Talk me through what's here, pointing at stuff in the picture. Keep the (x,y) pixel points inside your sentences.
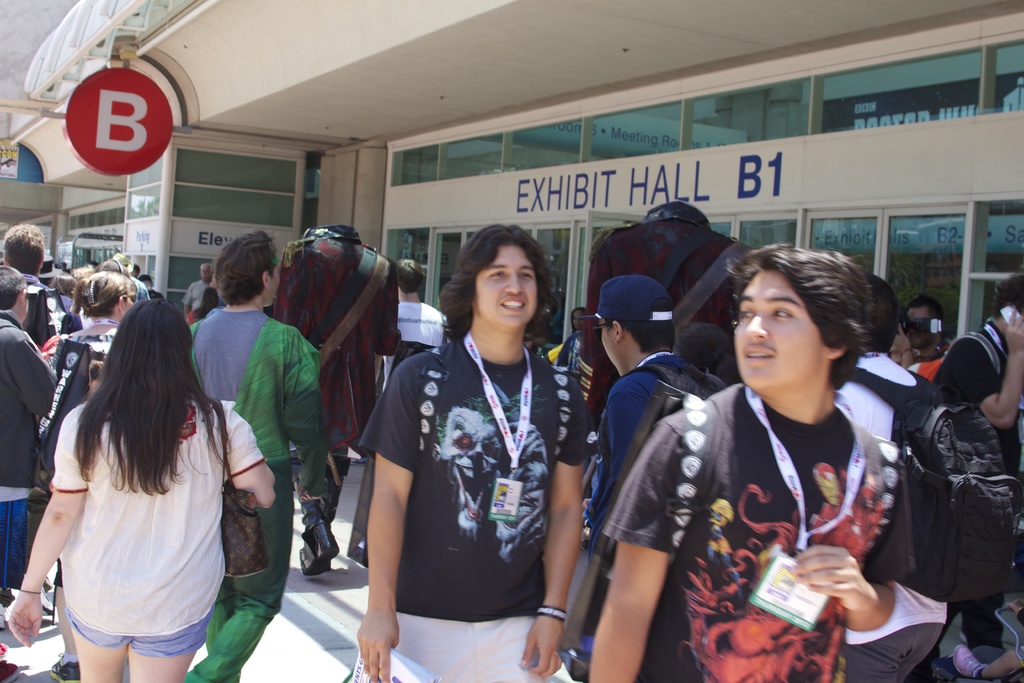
Here we can see few persons (412,494) standing and walking on the floor (296,501) and few them wore ID card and carrying bags (635,439) on their shoulder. In the background (431,276) we can see glass doors (439,303), text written on the wall (482,196), hoarding (120,139) of a letter (105,126) and some other objects (186,173).
